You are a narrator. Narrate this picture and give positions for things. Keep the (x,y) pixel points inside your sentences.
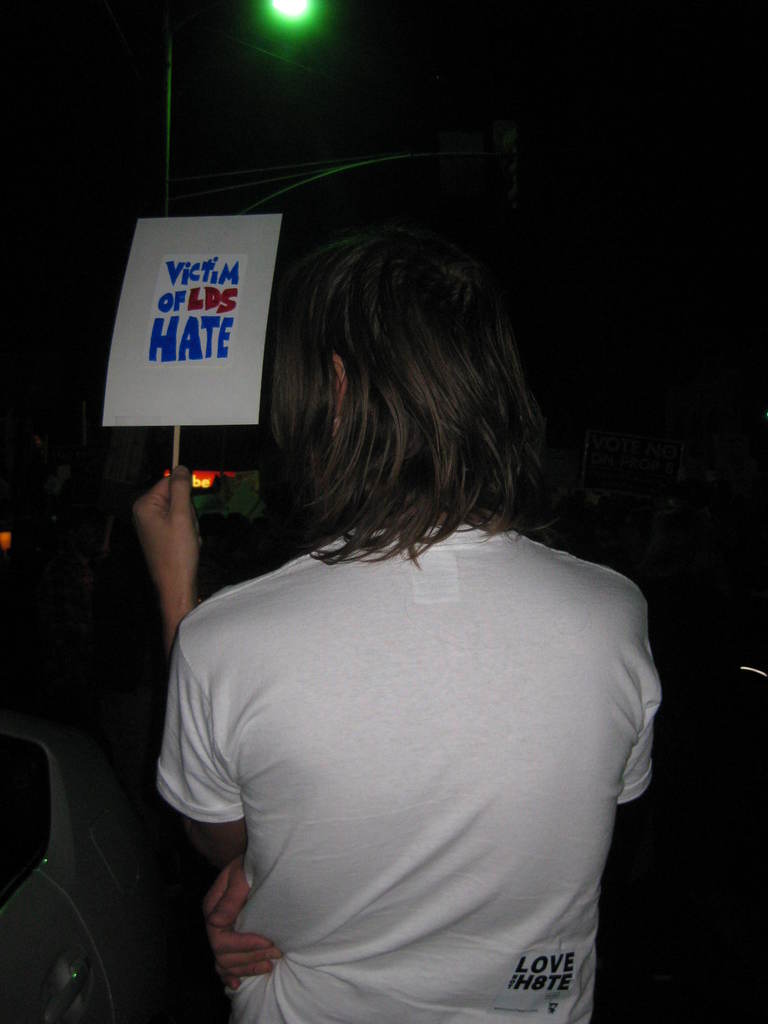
In this picture we can see a person (383,801) holding a poster (151,305) and in front of this person (315,306) we can see the light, some objects (51,947) and in the background (607,153) it is dark.
